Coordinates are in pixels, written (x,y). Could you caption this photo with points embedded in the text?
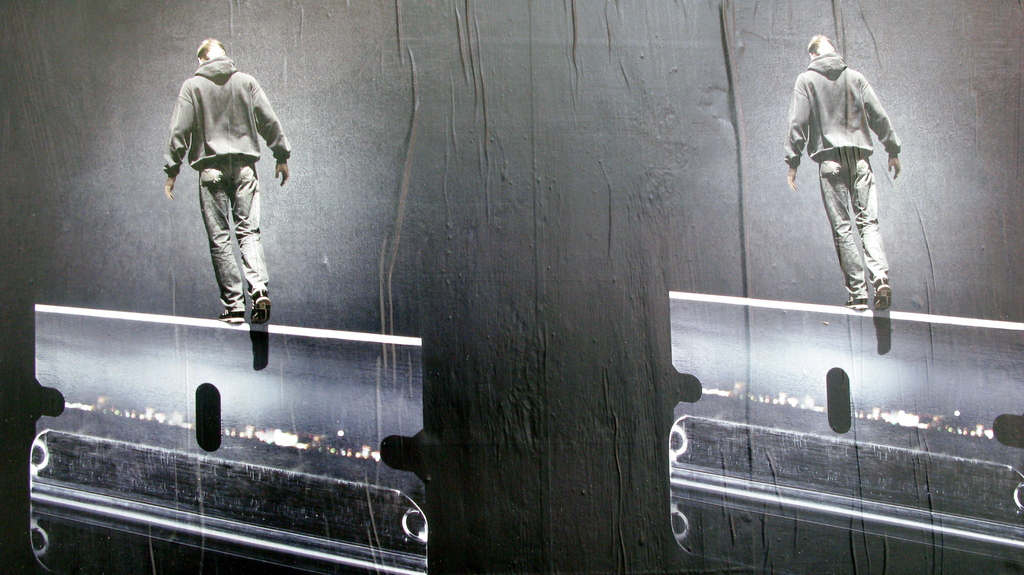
This is a picture of a poster (552,323), where there is a repeated image of a person (877,280) walking on the object (404,552).
